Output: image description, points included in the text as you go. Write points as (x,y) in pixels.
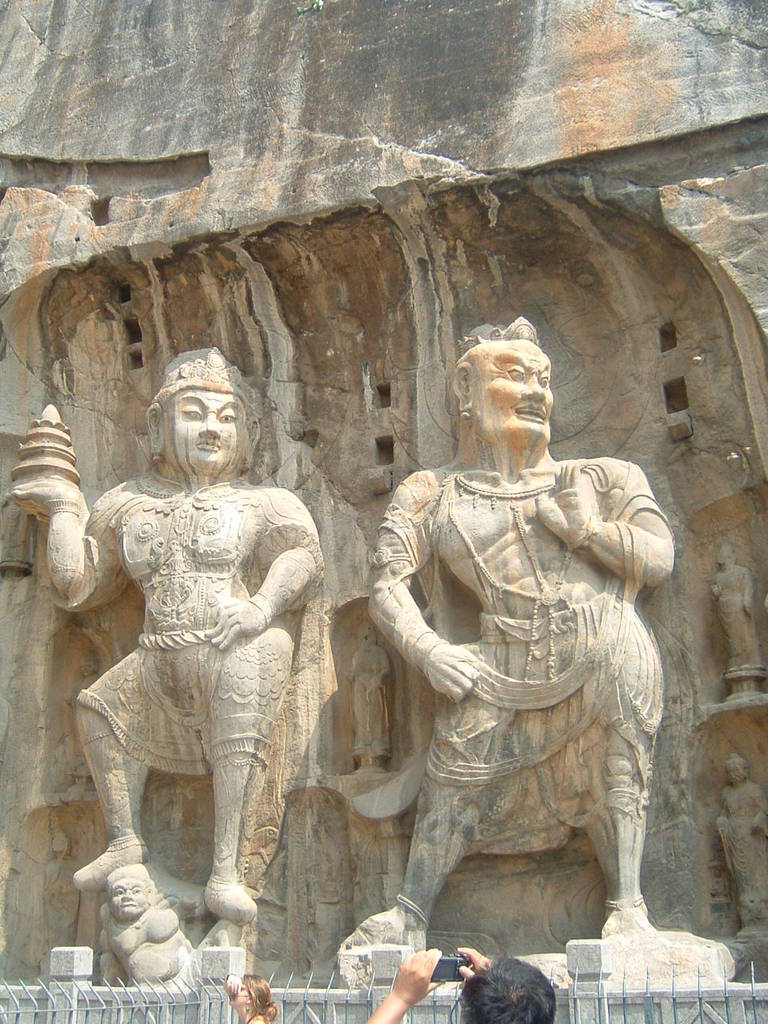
In this image I can see three sculptures (494,511). On the bottom side of the image (638,1014) I can see two persons (253,977), the iron fence (179,1002), the wall (425,1005) and I can see one person (529,986) is holding a camera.
